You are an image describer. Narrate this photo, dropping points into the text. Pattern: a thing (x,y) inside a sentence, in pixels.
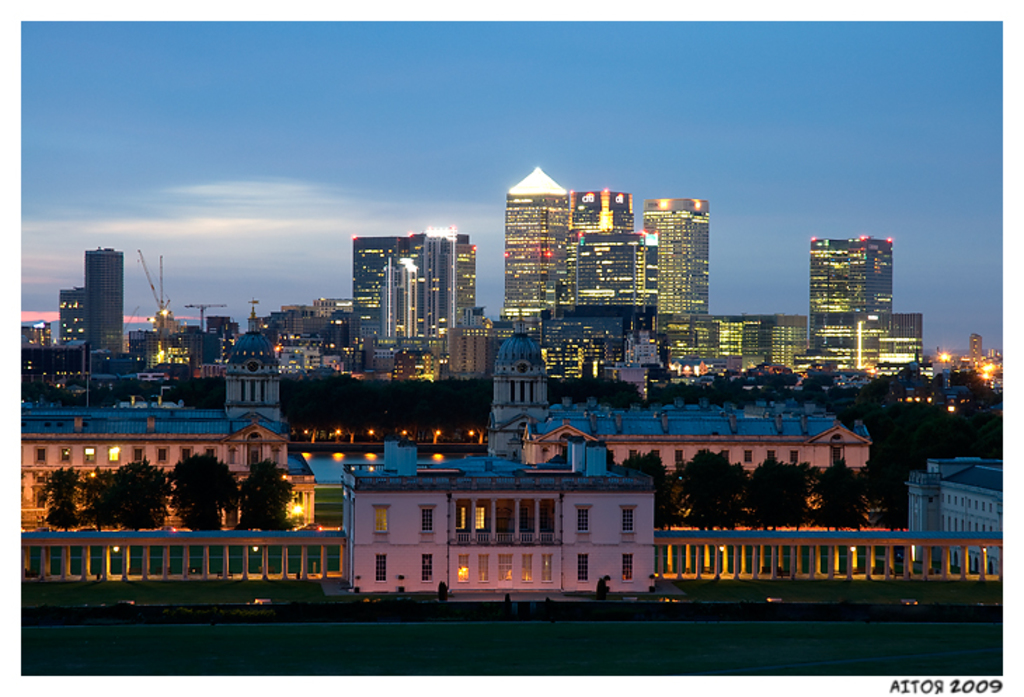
In the middle of the image (609,245) there are some buildings (556,240) and trees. Top of the image (82,102) there some clouds (237,230) and sky (403,216).
